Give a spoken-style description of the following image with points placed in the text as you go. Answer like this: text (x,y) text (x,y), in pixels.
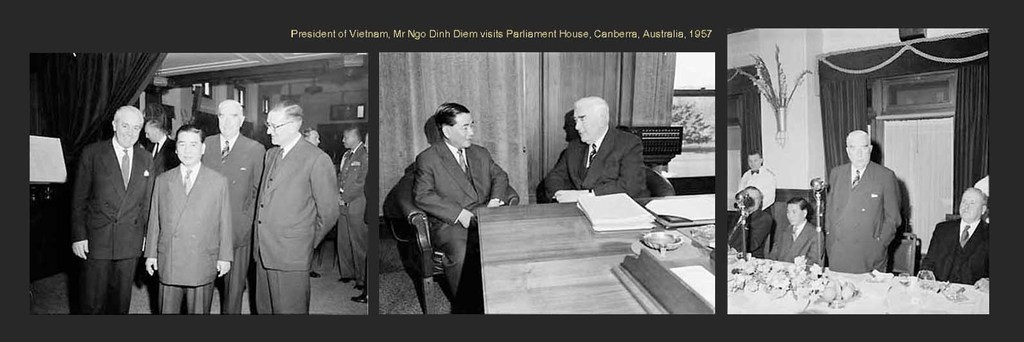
In the first collage that is to the left (254,207). There are many people (218,172) standing. They are wearing jacket (237,209). In the second collage that is in the middle (471,188) there are two people (619,173) sitting on a chair (412,231). In front of them there are papers (604,216) and table (527,251). And to the right side (862,185) there is a man (849,229) standing. There are some people (958,246) sitting. Behind them there is a curtain (963,116). In front of him there is a table (887,292).
